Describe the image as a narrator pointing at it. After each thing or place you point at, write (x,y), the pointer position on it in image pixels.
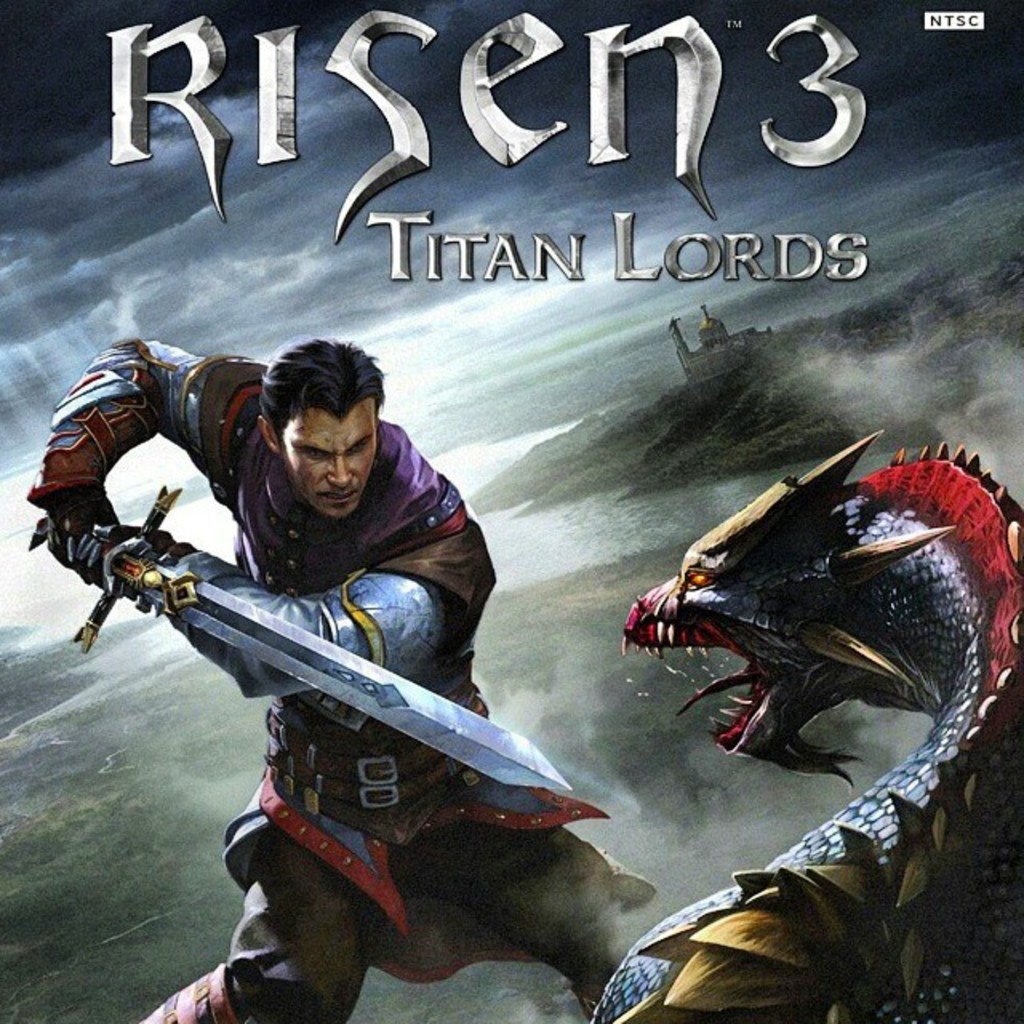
In this image we can see a poster (477,563) with a person (457,827) holding a sword (485,749), there is an animal (763,628), a house (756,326), also we can see the text (395,149) on the poster (477,181).
